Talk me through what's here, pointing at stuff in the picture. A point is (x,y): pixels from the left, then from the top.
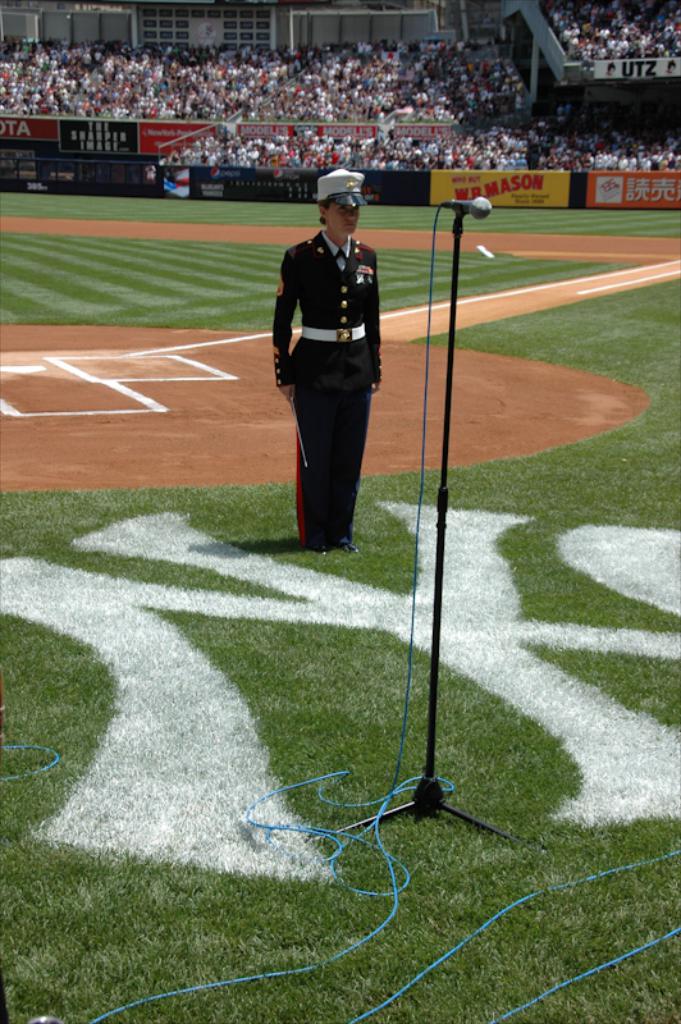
In this image there is a girl (314,478) standing on the ground (318,567). In front of her there is a mic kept on the stand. In the background (277,97) there are so many spectators (341,110) sitting in the stands (511,120). There is a fence (426,182) around the ground (594,331). At the bottom (109,881) there is grass (182,761).
